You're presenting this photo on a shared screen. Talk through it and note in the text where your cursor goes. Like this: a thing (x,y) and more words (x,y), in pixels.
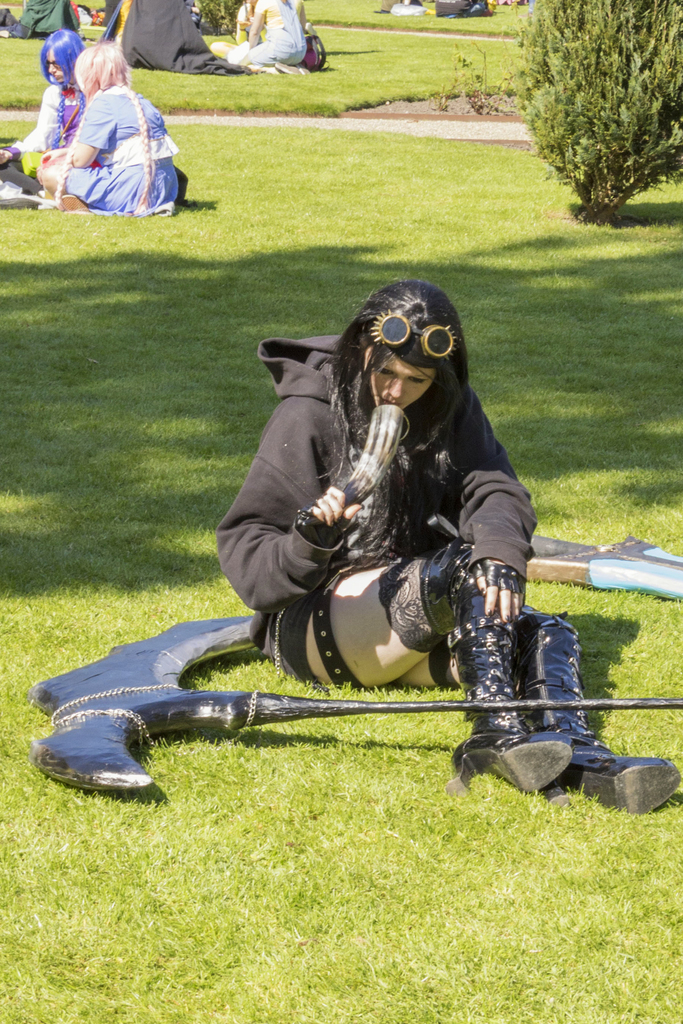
At the bottom of this image (473,743), there is a woman (274,414) in a black color jacket (288,419), holding an object (345,501) with a hand (334,513) and sitting on the ground (608,521), on which there is grass (267,690). Beside her, there is a stick (235,702) attached to an object (178,709) and there is another object (648,587). In the background (334,297), there are persons (84,62), plants (546,18) and grass (405,17) on the ground (384,14).
